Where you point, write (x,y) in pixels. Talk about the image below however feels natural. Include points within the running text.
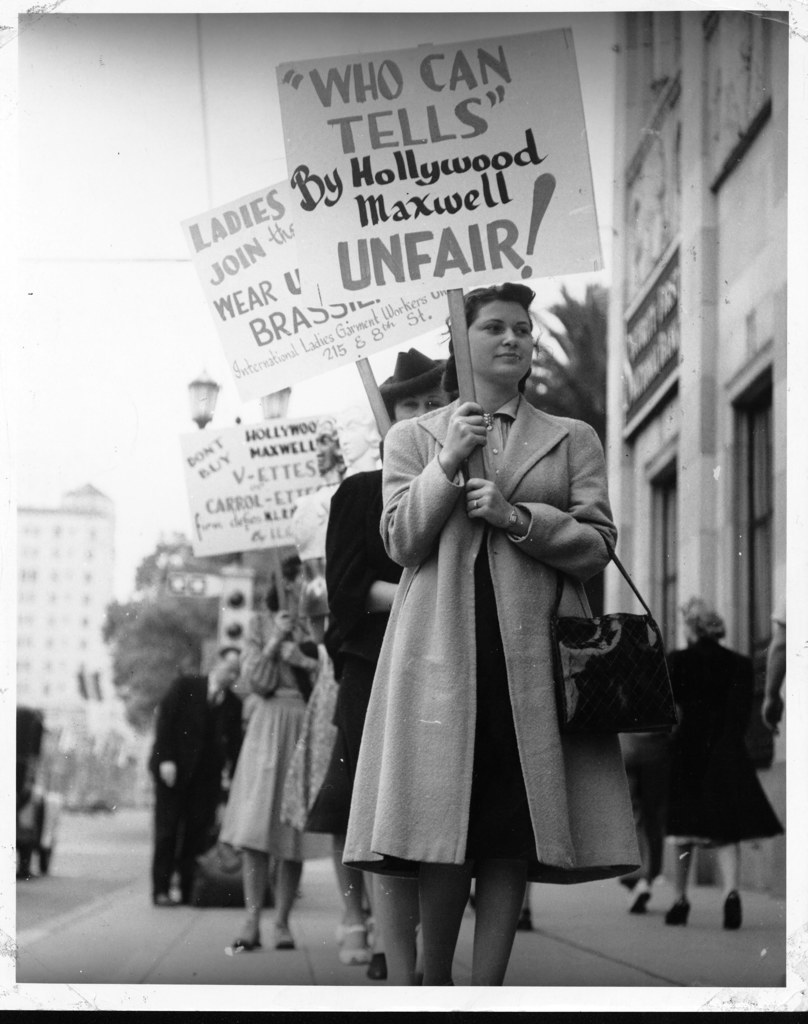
This is a black and white image. I can see few people (415,551) holding placards (297,281) and standing. This is a building (684,337) with a name board (656,354). In the background (76,861), I can see a vehicle (38,805) on the road (78,850). These are the trees (570,386).
